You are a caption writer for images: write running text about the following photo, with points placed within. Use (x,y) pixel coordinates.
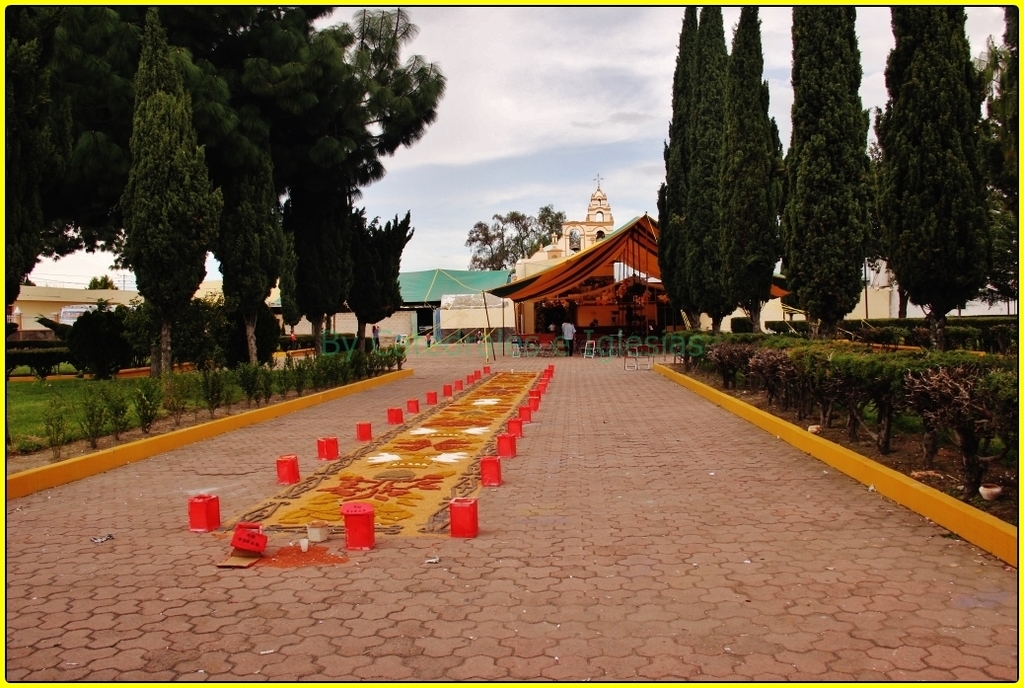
In this picture there are buildings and trees (547,237) and plants (1017,372). There is a person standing under the tent (619,248) and there are chairs (537,346) under the tent (631,245). At the top (506,194) there is sky (494,178) and there are clouds (602,150). At the bottom (551,604) there is a pavement (620,449) and there are objects (543,374) and there is a carpet (467,420) on the pavement (711,442).
